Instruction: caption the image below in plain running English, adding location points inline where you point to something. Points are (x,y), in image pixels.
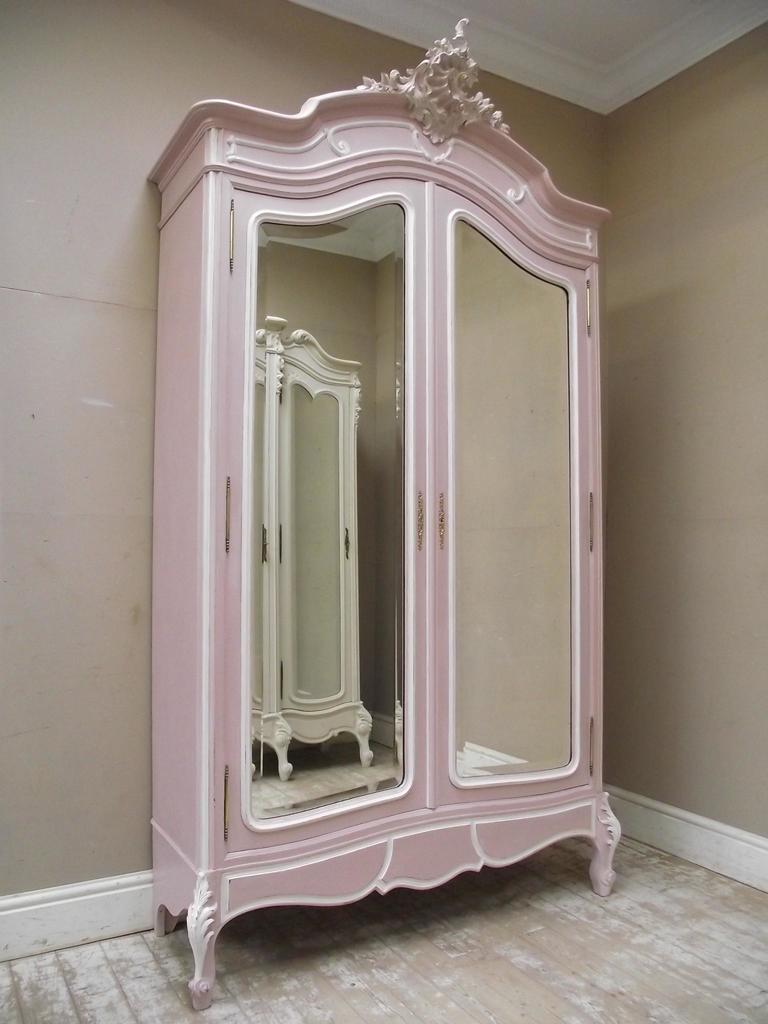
In this image we can see a pink color cupboard (370,604) on a room (71,435) with cream color walls (669,568) and a white color roof (553,80).
